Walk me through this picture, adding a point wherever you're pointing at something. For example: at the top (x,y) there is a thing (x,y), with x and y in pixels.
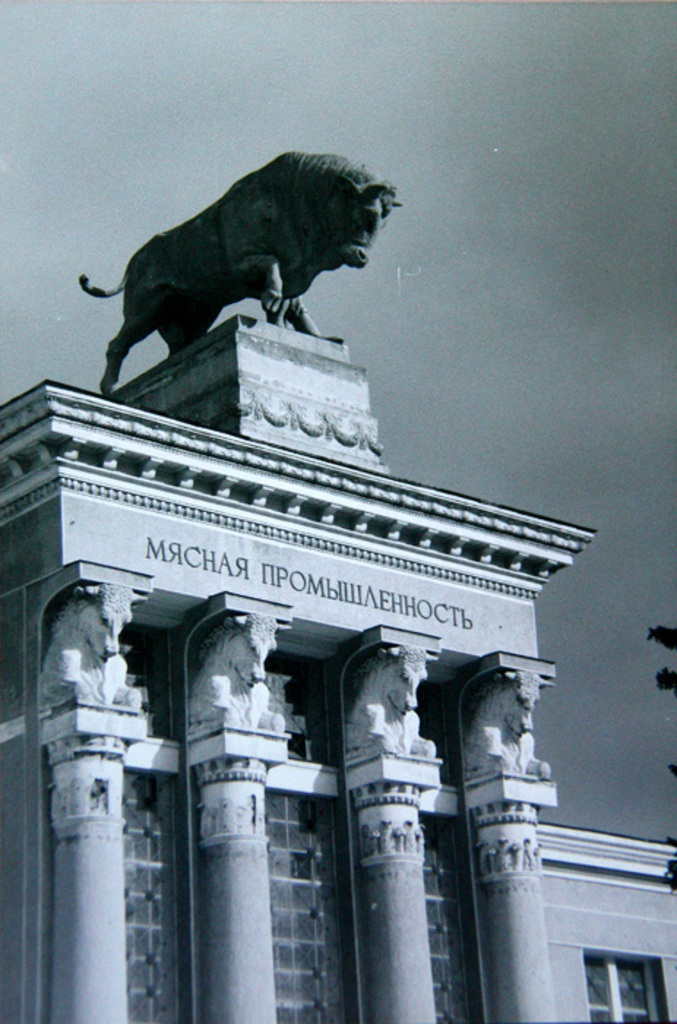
In this image we can see a building (523,743). Above this building (267,478) there is a statue (238,259). To this building (447,900) there are pillars (490,900), statue (134,690) and window (603,987). Background (545,591) we can see the sky (492,85).
